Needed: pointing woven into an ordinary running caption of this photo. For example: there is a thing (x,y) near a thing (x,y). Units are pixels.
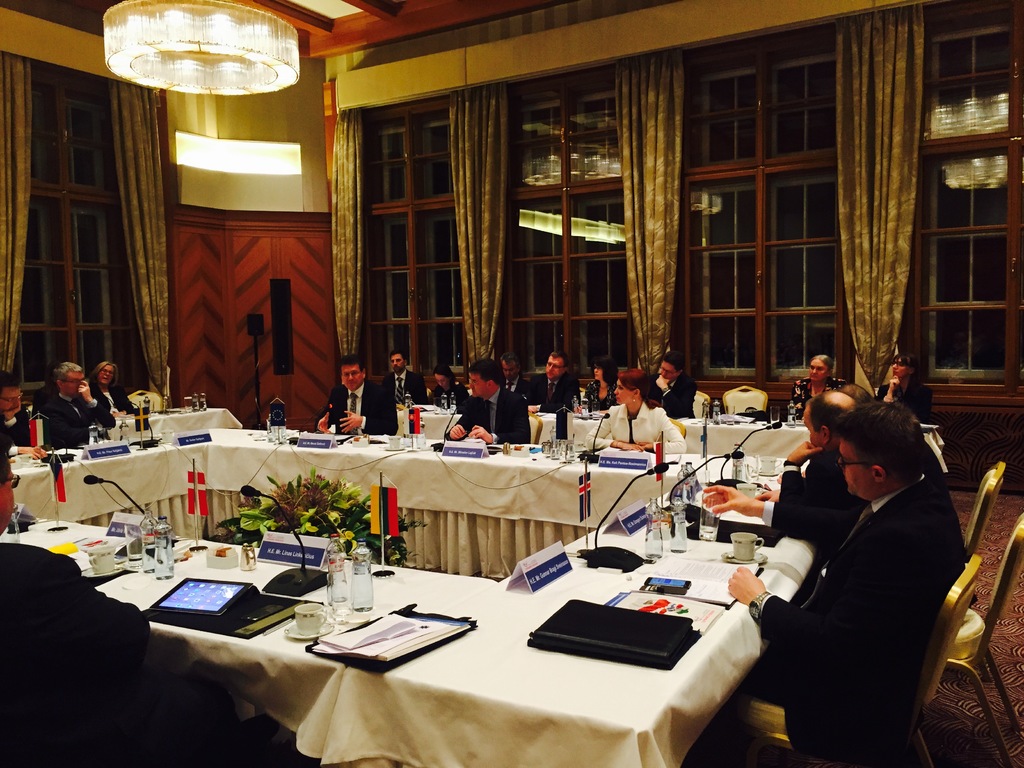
In this picture, we see people (711,497) sitting on the chairs (945,628) around the table (677,717). On the table (273,681), there are files (248,606), papers (330,646), cup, saucer (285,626), water bottles (329,565), glass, microphone (602,559), tablet (205,584), mobile phone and name board (110,523). Behind them, we see a red color wall (249,272) and beside that, there are windows (589,188) and curtains (891,231) in green color. At the top of the picture (363,12), we see the ceiling (95,21) of the room (555,296) and this picture might be clicked in the conference hall (481,647).
